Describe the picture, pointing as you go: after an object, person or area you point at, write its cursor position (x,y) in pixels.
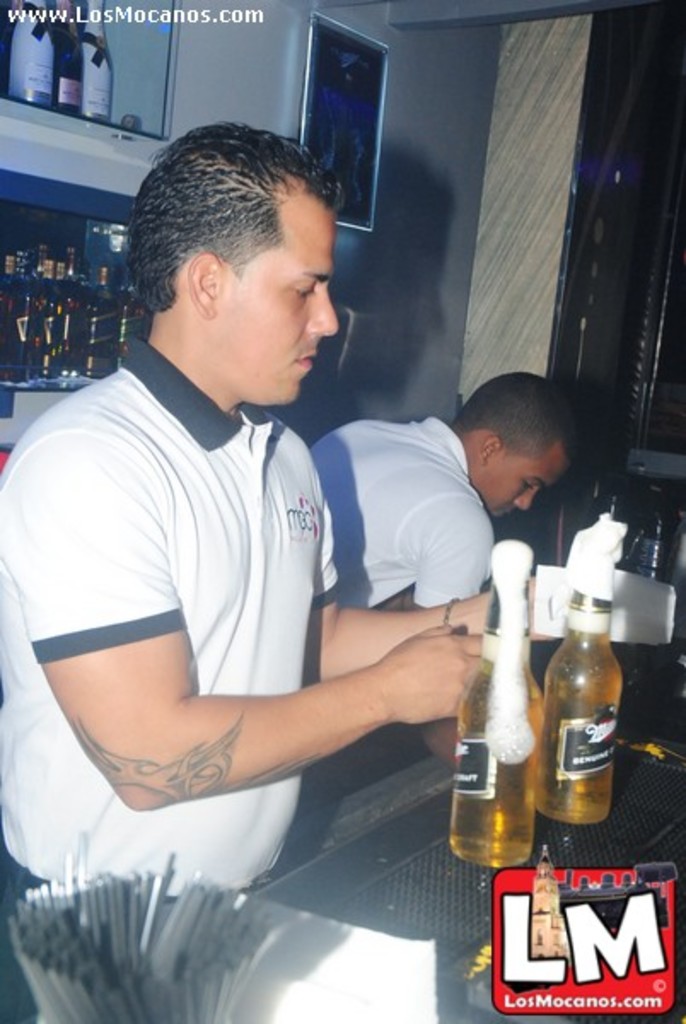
In this picture we can see two persons (285,759) in the middle (379,638). This is table (441,964). On the table (481,899) there are bottles (521,575). On the background (464,236) there is a wall (420,139) and this is frame (349,56).
